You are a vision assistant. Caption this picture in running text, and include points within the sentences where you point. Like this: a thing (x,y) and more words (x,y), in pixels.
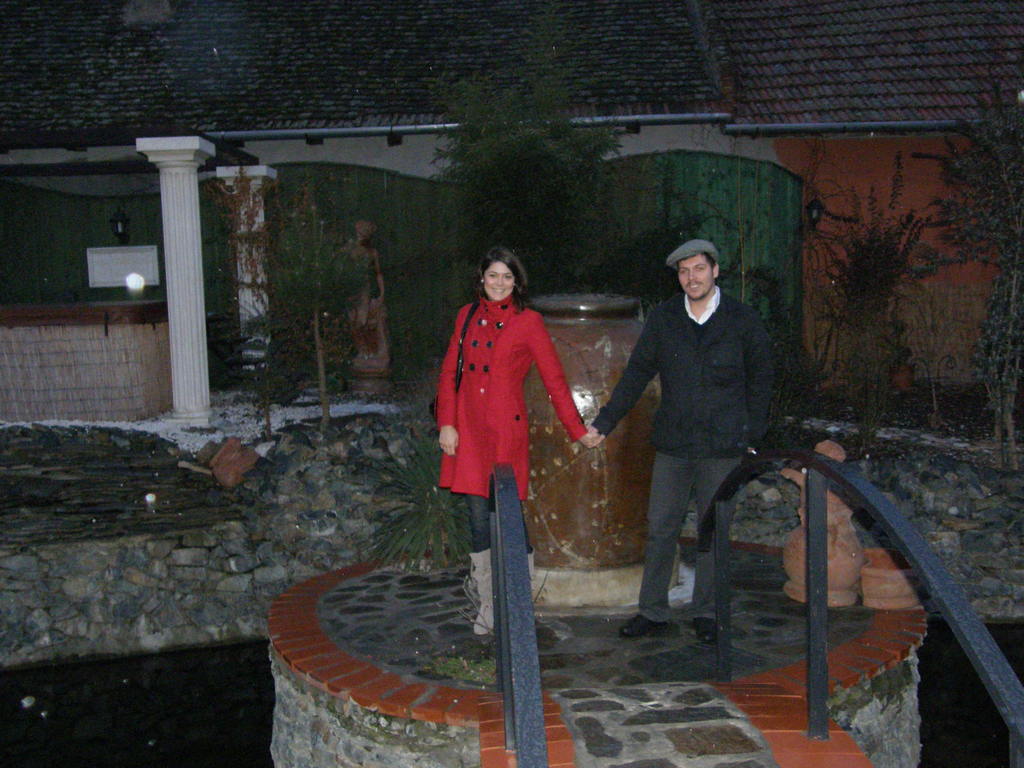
In this image I can see a woman (498,348) wearing red colored dress (491,377) and a man (683,380) wearing black jacket (700,374), jeans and black shoe (698,628) are standing and holding hands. I can see the black colored railing (514,525). In the background (549,237) I can see few trees (536,255) and the building (611,105).
